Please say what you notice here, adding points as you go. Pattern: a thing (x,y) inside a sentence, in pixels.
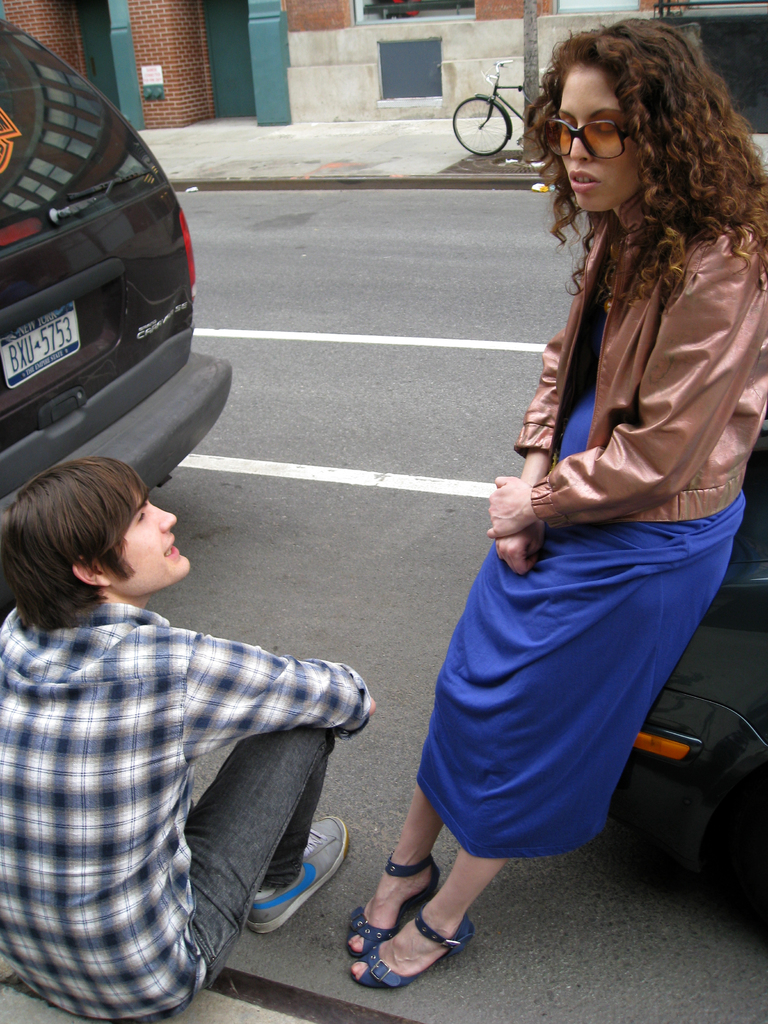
In the foreground of this image (733,748), there is a woman (648,303) on the right (685,693) is leaning to a vehicle (698,752). On the left (227,794), there is a man (188,931) sitting on the side path (216,1003). We can also see a vehicle (13,213) on the left (96,237). In the background (365,207), there is a road (439,250), a vehicle (493,113) on the side path (493,131), a pole (526,78) and the walls (173,28).
